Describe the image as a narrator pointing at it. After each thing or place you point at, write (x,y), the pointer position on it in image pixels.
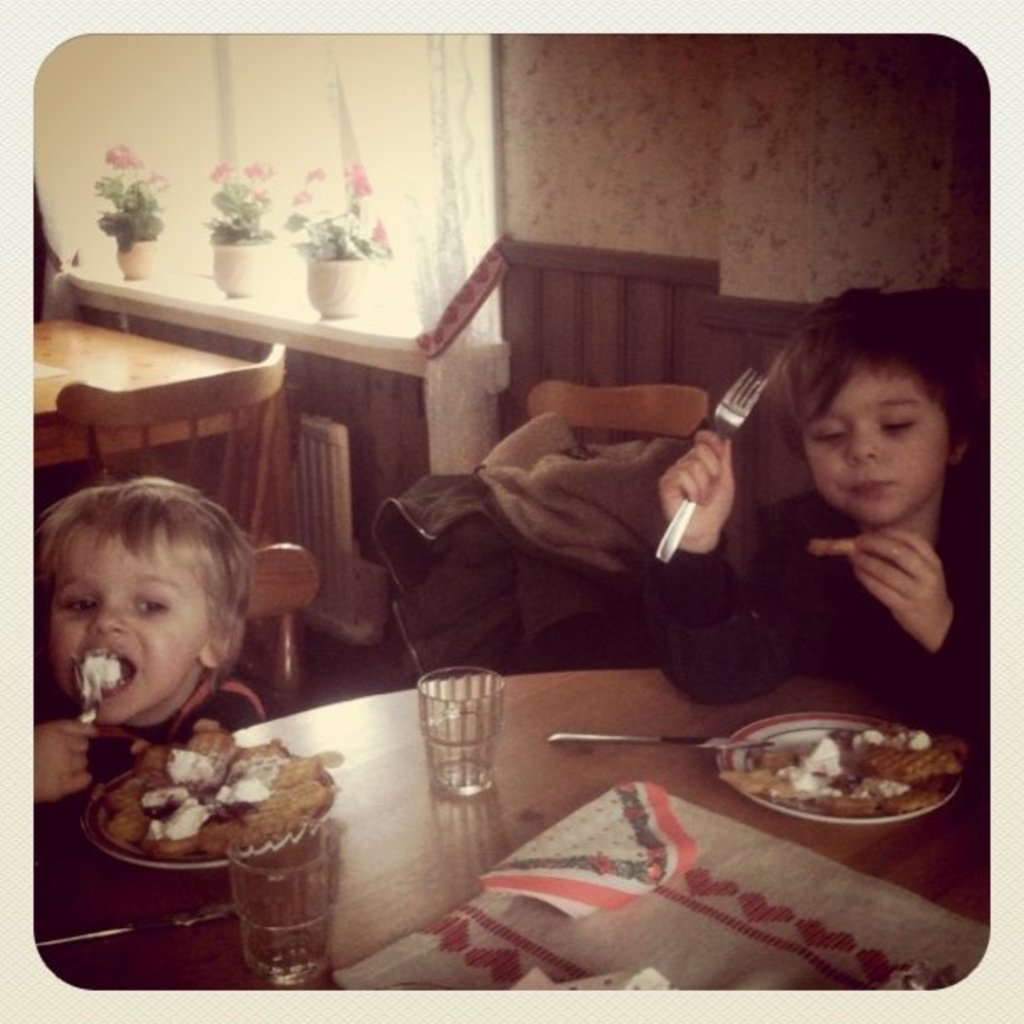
In this image we can see a photo (506,215) with the border (450,1004) and we can see two children (776,520) sitting and it looks like they are eating. We can see a table (273,728) with food items (305,777), glasses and some other objects (558,978) and we can see some other things (440,575) in the room (178,202) and there are some potted plants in the background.
